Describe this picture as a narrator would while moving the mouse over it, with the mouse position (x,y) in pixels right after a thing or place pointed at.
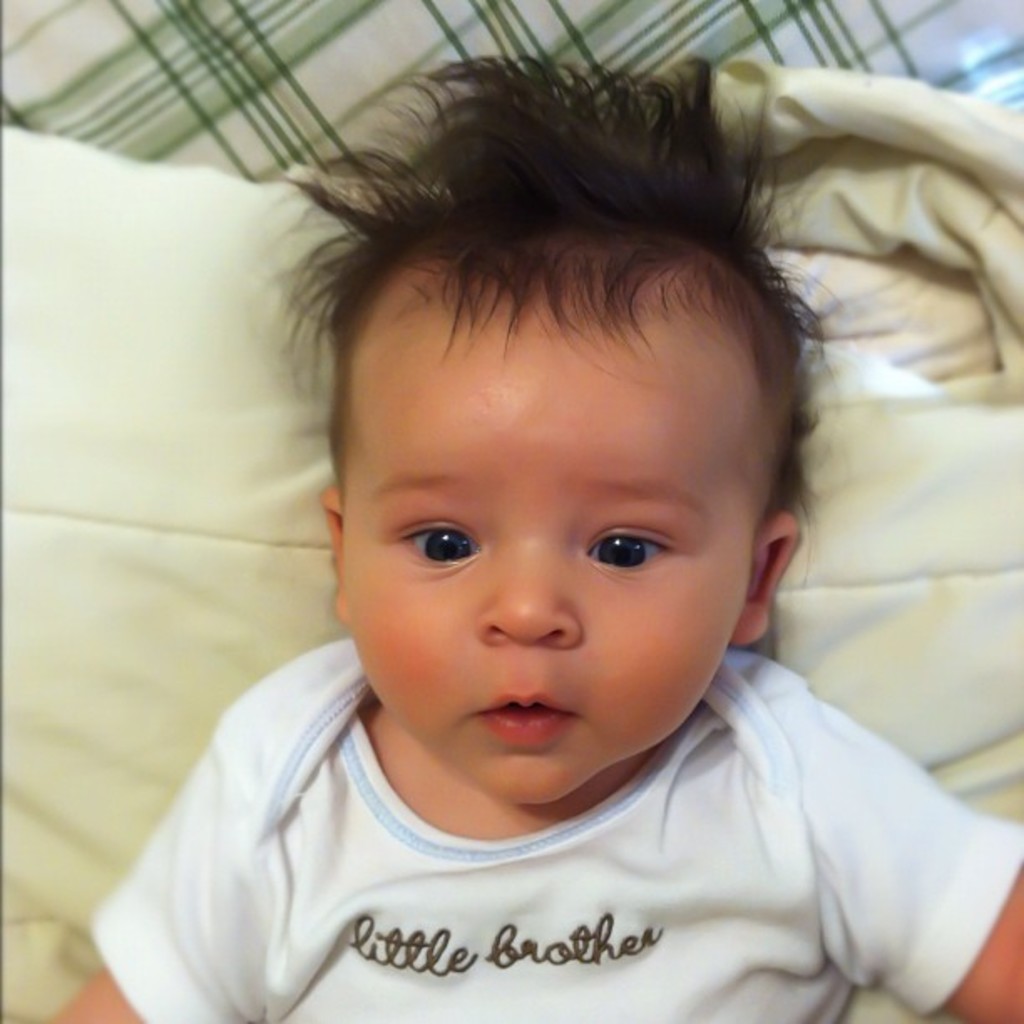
In the image there is a baby (428,913) in white t-shirt (428,913) laying on bed (152,285).
